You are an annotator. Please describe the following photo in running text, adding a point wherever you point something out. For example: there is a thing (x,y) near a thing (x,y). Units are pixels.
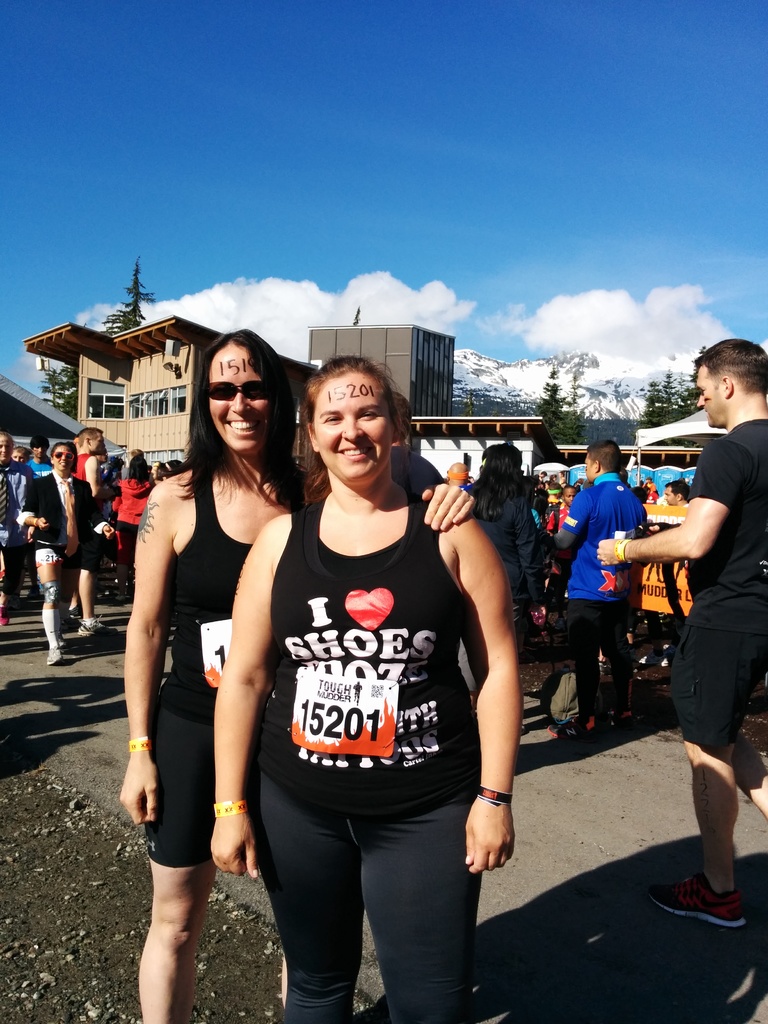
In the image we can see there are women (331,746) standing and they are smiling. Behind there are other people (456,463) standing and there are trees (688,400) and there are buildings (174,320). There are mountains (516,400) which are covered with snow (518,391).
